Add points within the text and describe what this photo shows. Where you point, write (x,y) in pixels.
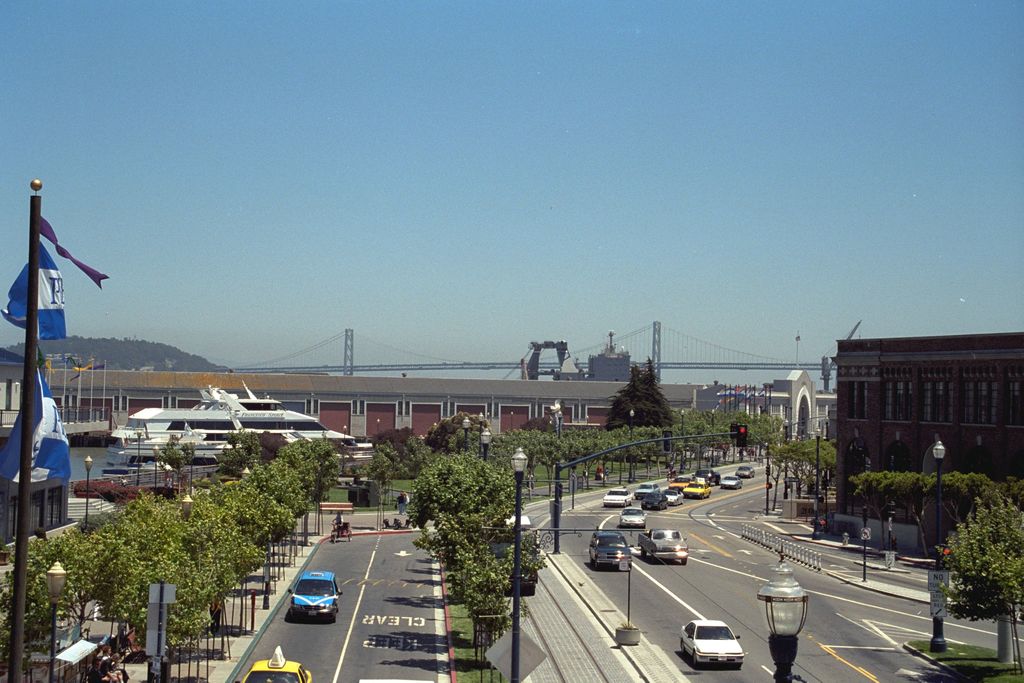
In this image we can see vehicles (305,577) on the roads (744,571). On the sides of the roads (400,543) there are light poles (936,553) and trees (594,436). Also we can see traffic signal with a pole (694,437). On the left side (43,299) there are flags (43,299) on the pole (31,306). Also there are buildings (426,394). In the background (668,359) there is a bridge (659,371). And there is sky (695,360).
